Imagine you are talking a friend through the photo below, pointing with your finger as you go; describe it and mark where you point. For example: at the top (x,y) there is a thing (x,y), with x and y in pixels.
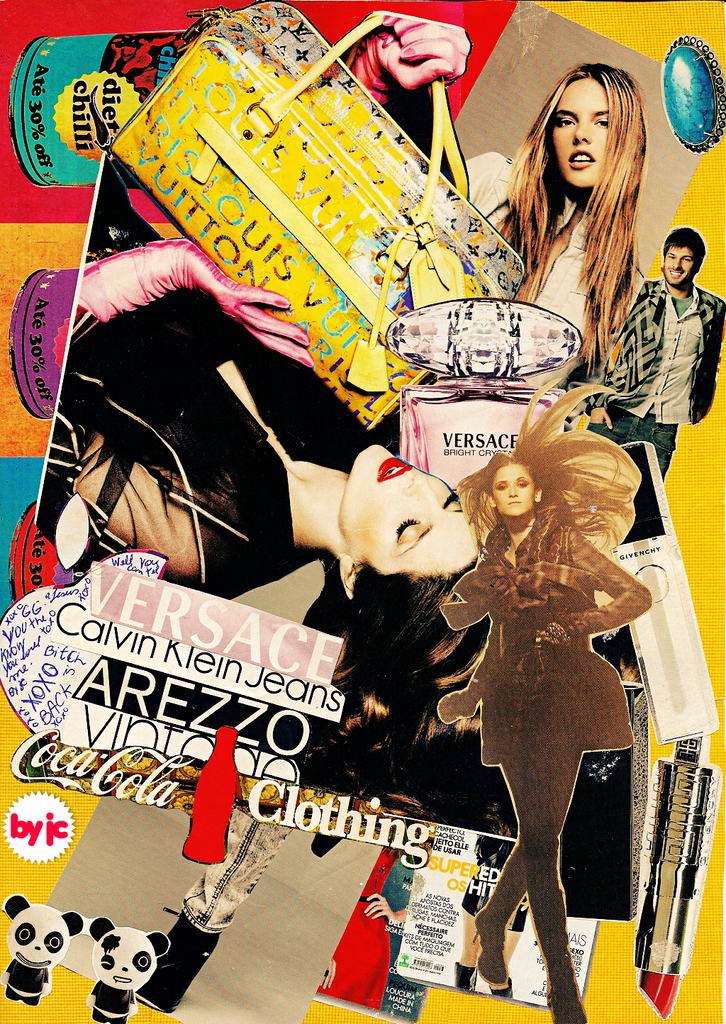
This picture contains a poster (381,555). Poster (381,555) is having few text (318,645) and some images (441,579) of few persons (525,148) on it. A person (303,507) is holding a yellow colour bag (250,206). A person (667,410) wearing a jacket (655,346) is at the right side of image (650,351).
